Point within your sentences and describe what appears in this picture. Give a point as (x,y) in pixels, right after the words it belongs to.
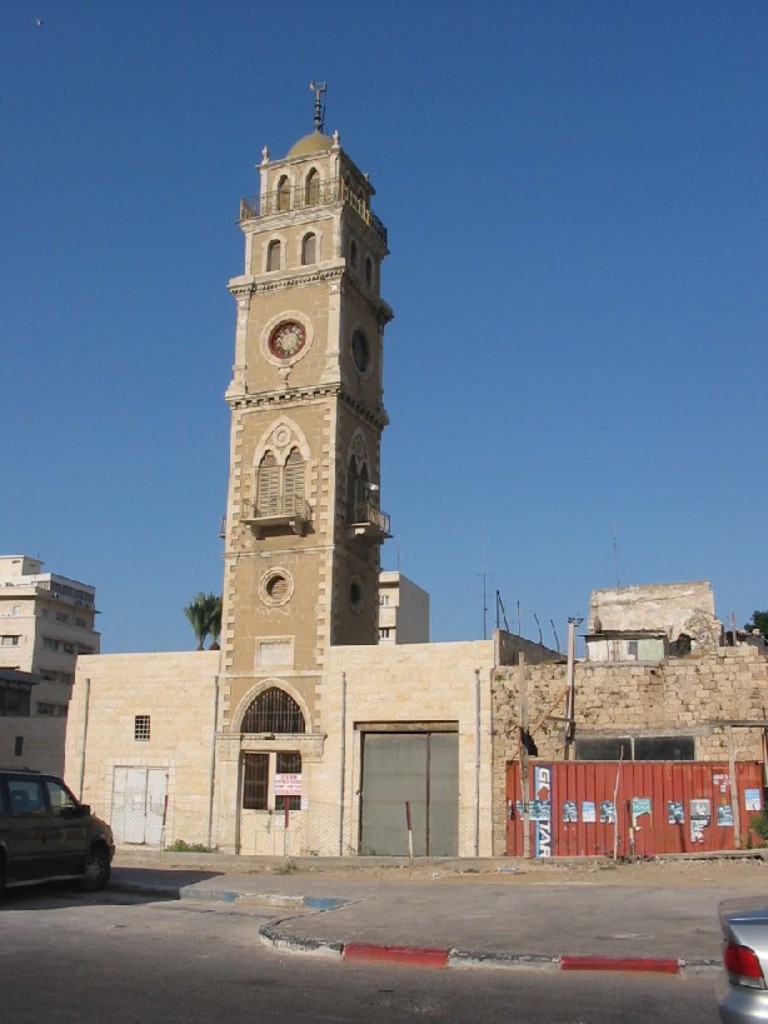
Here in this picture in the middle (298,667) we can see a building tower (269,244) present and beside that we can see other buildings (338,719) also present and we can see windows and doors (402,761) and on the road (373,1021) we can see cars (107,847) present, in the far we can see trees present and we can see the sky (509,559) is clear.
